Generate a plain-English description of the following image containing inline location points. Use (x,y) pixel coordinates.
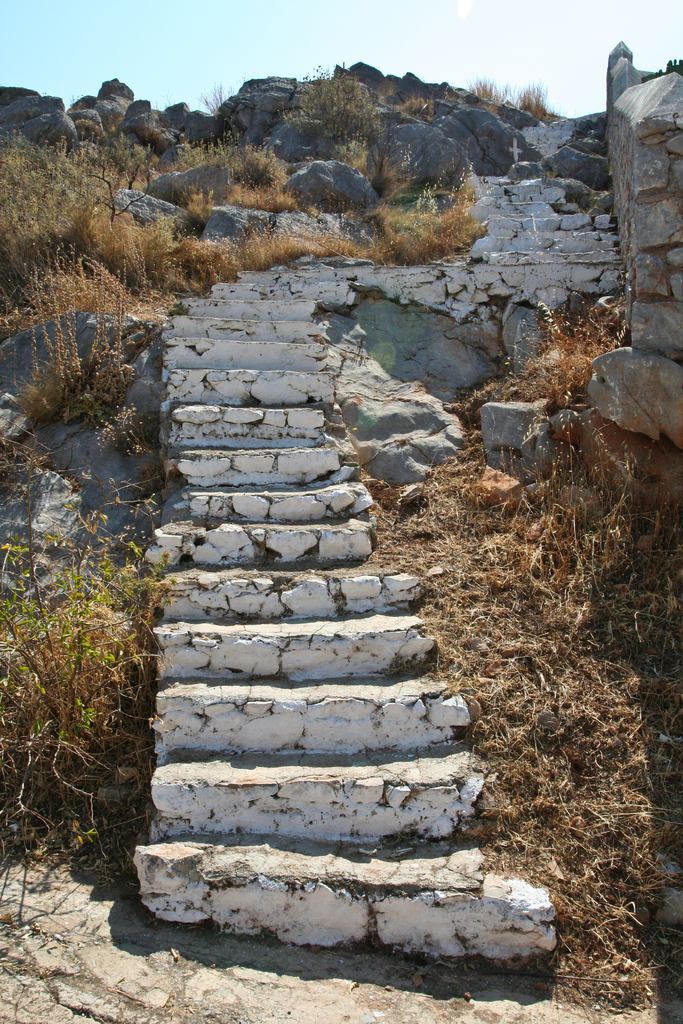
These are the stairs (273,681). I can see the dried grass (535,562). These look like the rocks (110,462). Here is the sky (235,60).
